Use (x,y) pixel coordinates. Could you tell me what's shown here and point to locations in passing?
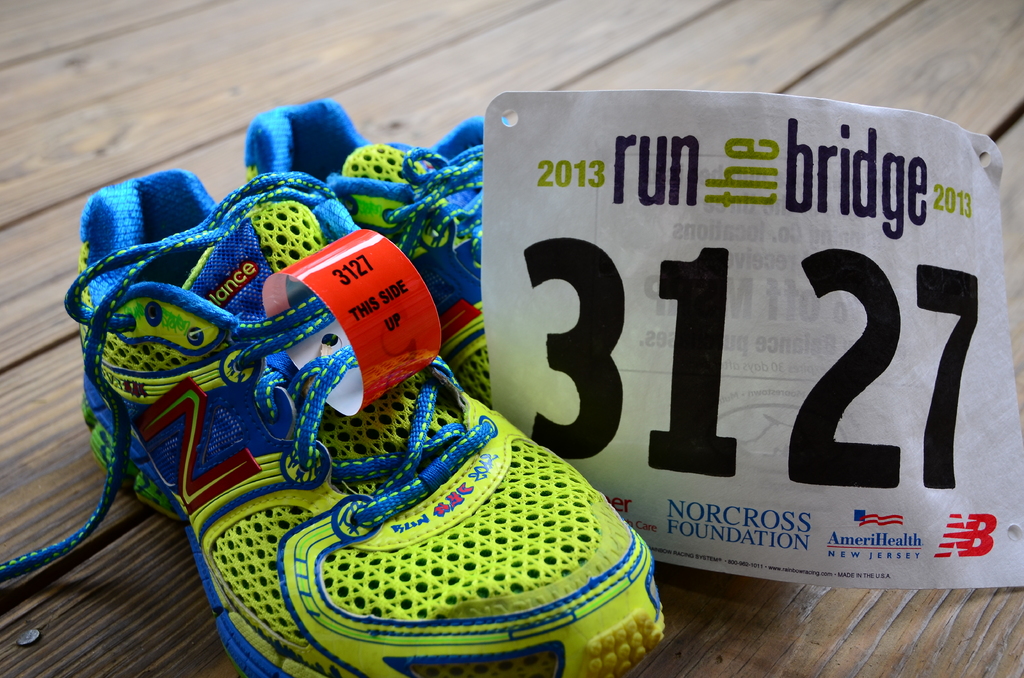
In the foreground of this image (449,534), there are green and blue shoes (437,549) on a wooden surface (119,624) and there is a red strip (334,324) to the lace (315,371) and also a paper (787,324) on the wooden surface (724,584).
